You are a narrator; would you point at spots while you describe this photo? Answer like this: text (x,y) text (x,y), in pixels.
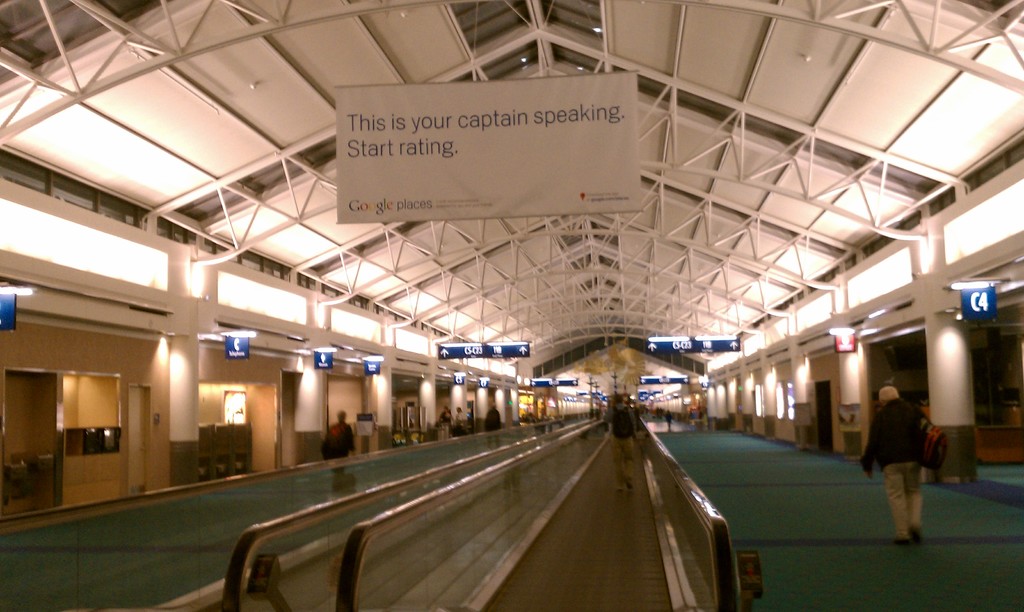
In the middle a man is looking, at the top (477,163) there is a board (572,180).
